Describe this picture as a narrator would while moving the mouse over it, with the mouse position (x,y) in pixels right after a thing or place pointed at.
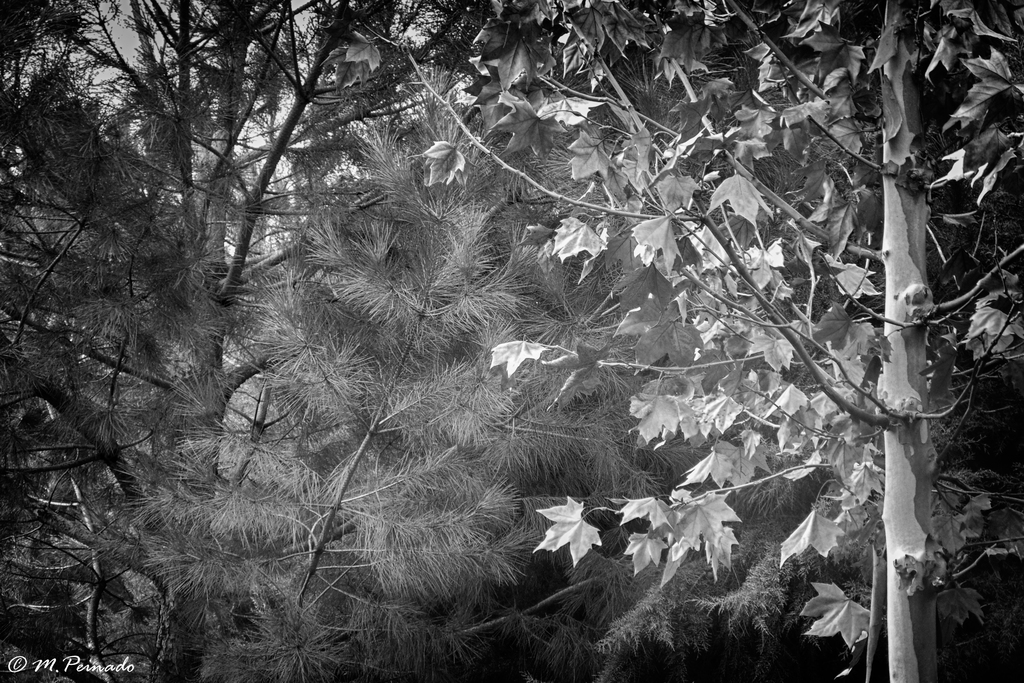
This is a black and white picture. I can see trees (185,456) and there is a watermark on the image.
